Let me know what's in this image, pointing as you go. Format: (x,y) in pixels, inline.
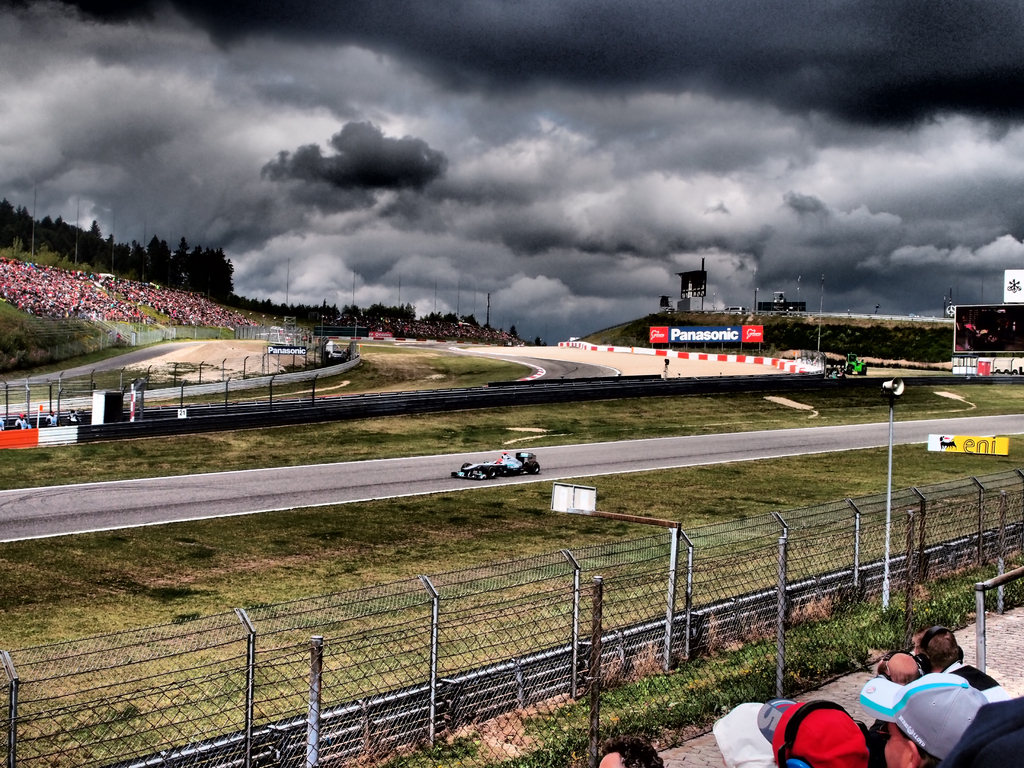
In this picture we can see there are groups of people (855,743) sitting. In front of the people (773,700) there are fences (883,533), boards (723,330), grass (481,499) and hoardings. There is a sports car (510,457) on the road (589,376). Behind the people (168,294) there are poles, trees (387,307) and the cloudy sky (479,172).
